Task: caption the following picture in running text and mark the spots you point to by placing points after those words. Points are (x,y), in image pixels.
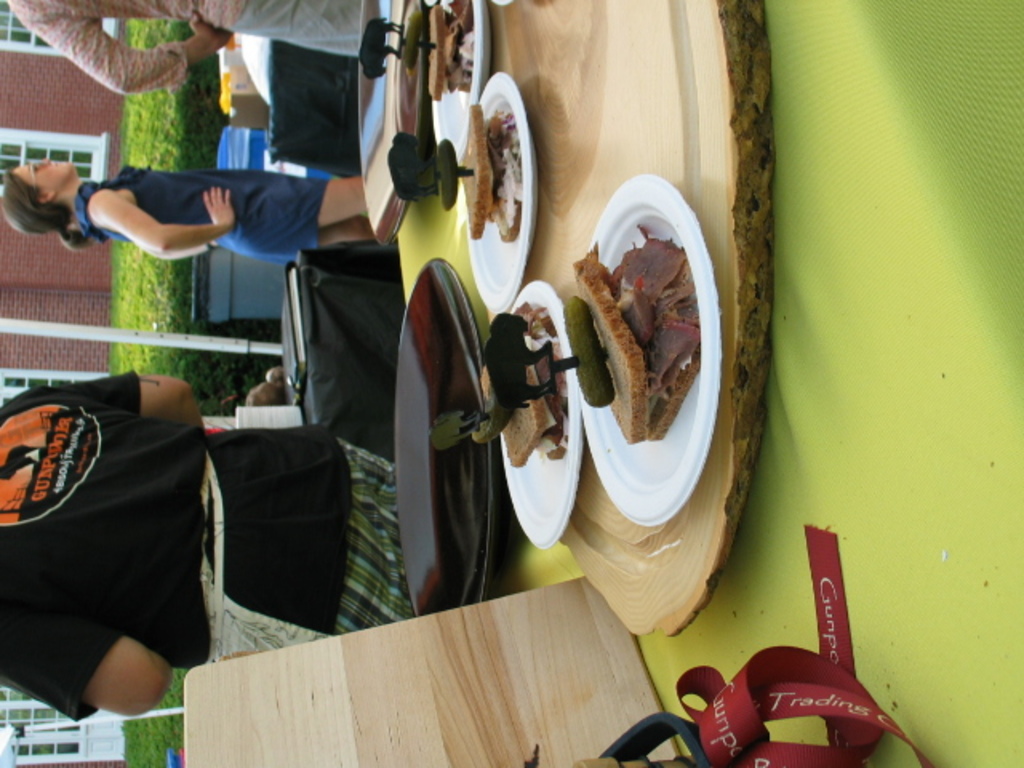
This image looks like it is clicked at an outdoor event. In the front (643,454), we can see the sandwiches (637,420) kept on the plate (490,253). The plates (495,235) are kept on a wooden plank (559,104). In the background (39,12), there are few persons (315,624) standing. And we can see a building (76,312) along with plants (140,313).
